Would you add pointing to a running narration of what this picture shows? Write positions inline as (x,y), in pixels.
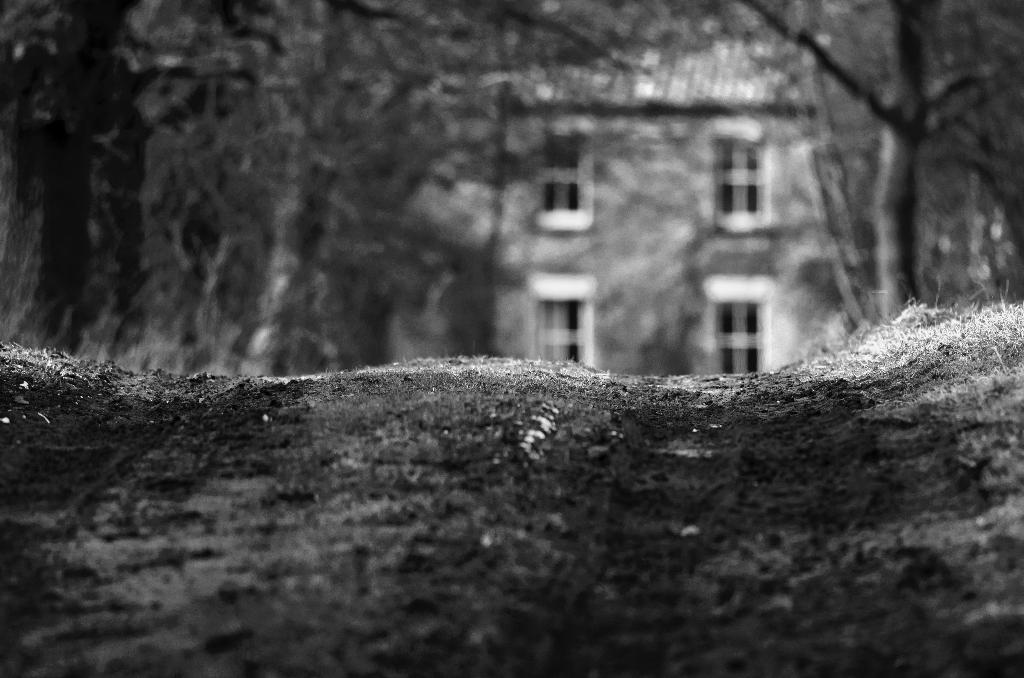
At the bottom of the picture (637,587), we see the road (530,539). In the background (412,249), there are trees (475,180) and a building (725,205). This picture is in black and white. It is blurred in the background (665,282).
